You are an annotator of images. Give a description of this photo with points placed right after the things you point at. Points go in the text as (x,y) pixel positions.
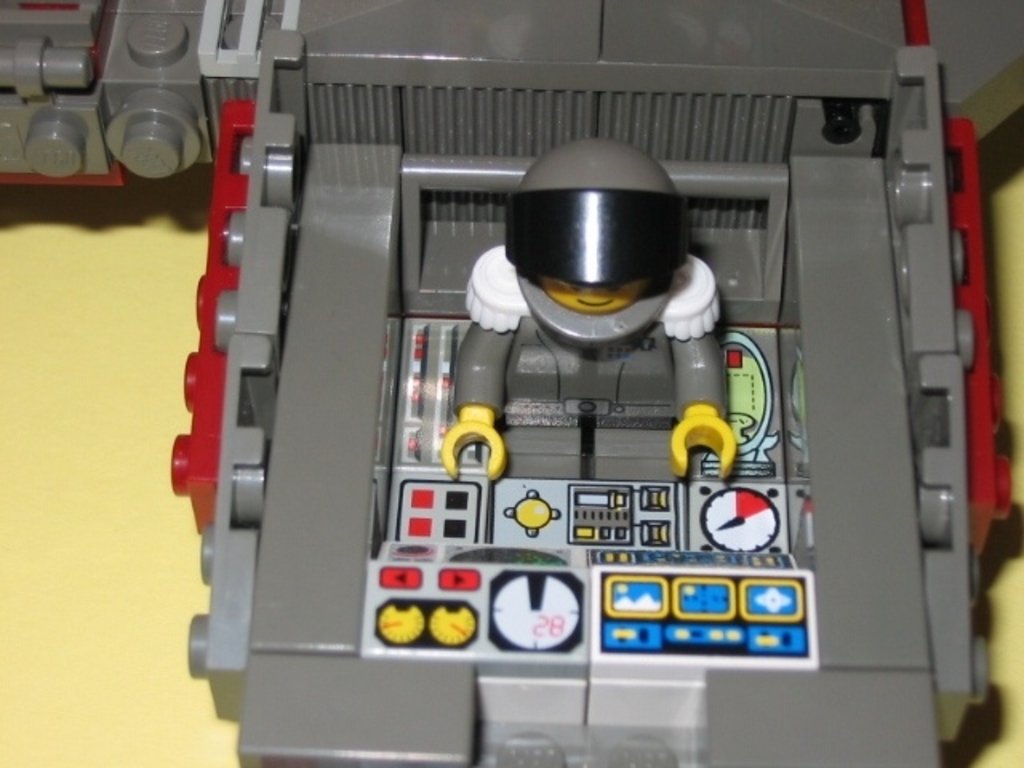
In this image we can see a toy (389,312) on the surface (2,190).
